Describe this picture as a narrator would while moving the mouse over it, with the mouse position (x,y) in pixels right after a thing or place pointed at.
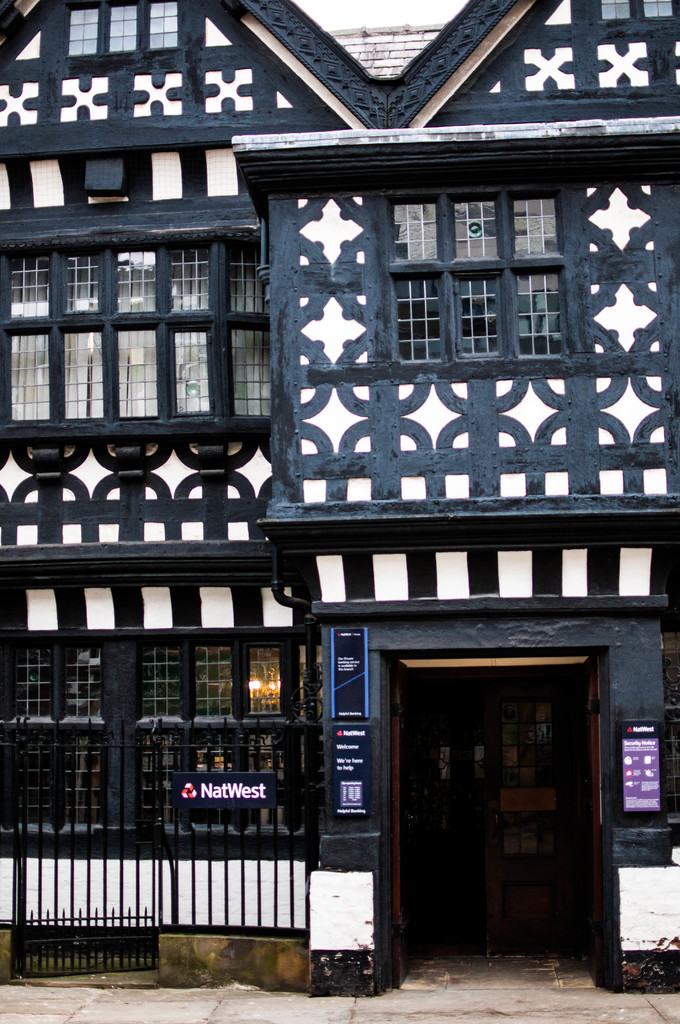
This picture shows a building (269,925) and we see few boards (350,754) on the wall (662,917) and a wooden door (509,746) and we see a metal fence (90,811).
